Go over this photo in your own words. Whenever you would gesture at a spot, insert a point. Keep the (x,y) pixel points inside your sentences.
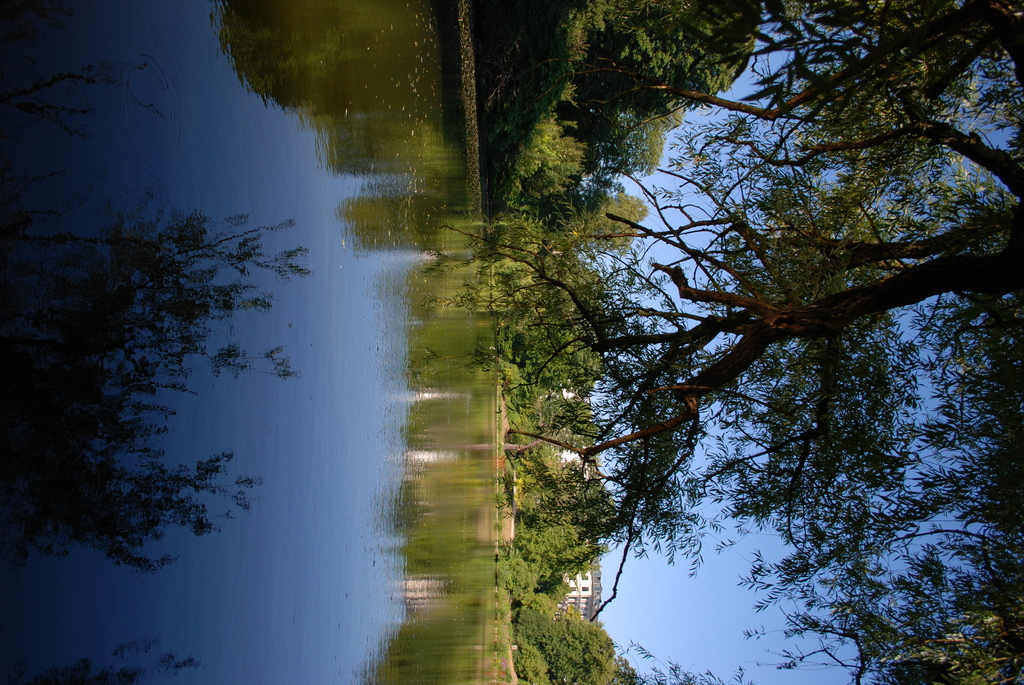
In this picture there is a building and there are trees (968,26). At the top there is sky (705,214). At the bottom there is water (385,474) and there is a reflection (268,228) of a sky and there is a reflection (473,489) of building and trees (451,620) on the water (293,382).
